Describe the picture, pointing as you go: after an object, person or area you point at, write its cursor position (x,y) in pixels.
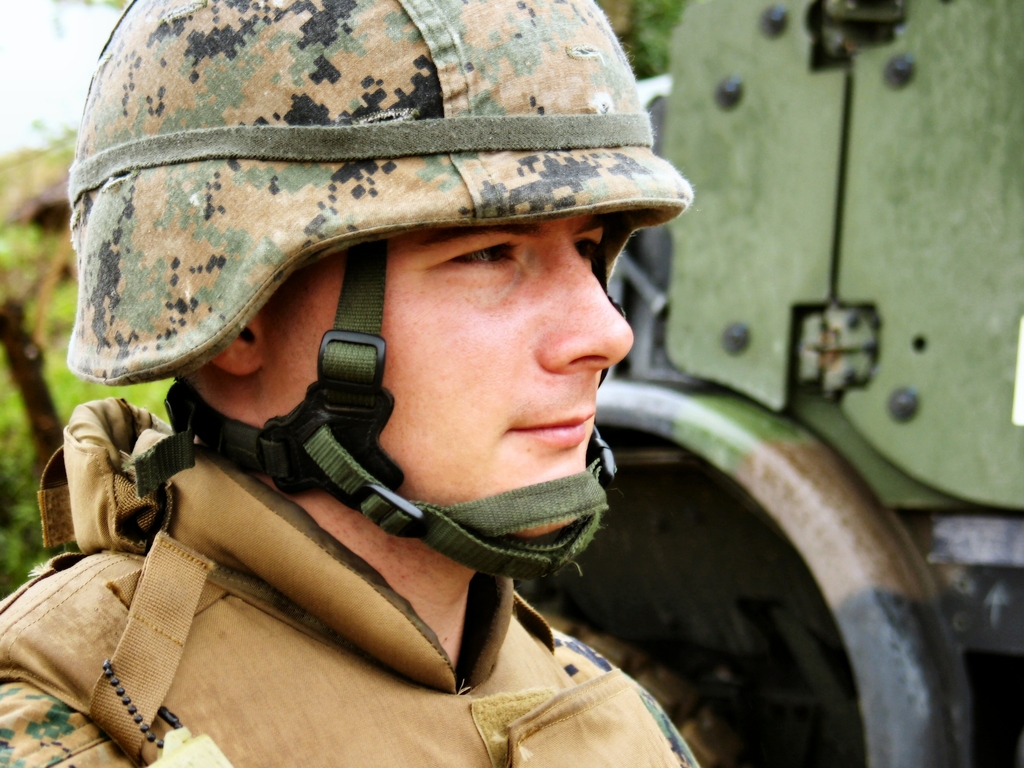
In this image in the front (355,488) there is a person (351,517). In the background (630,355) there is a vehicle (641,377) and there are trees (49,288).
